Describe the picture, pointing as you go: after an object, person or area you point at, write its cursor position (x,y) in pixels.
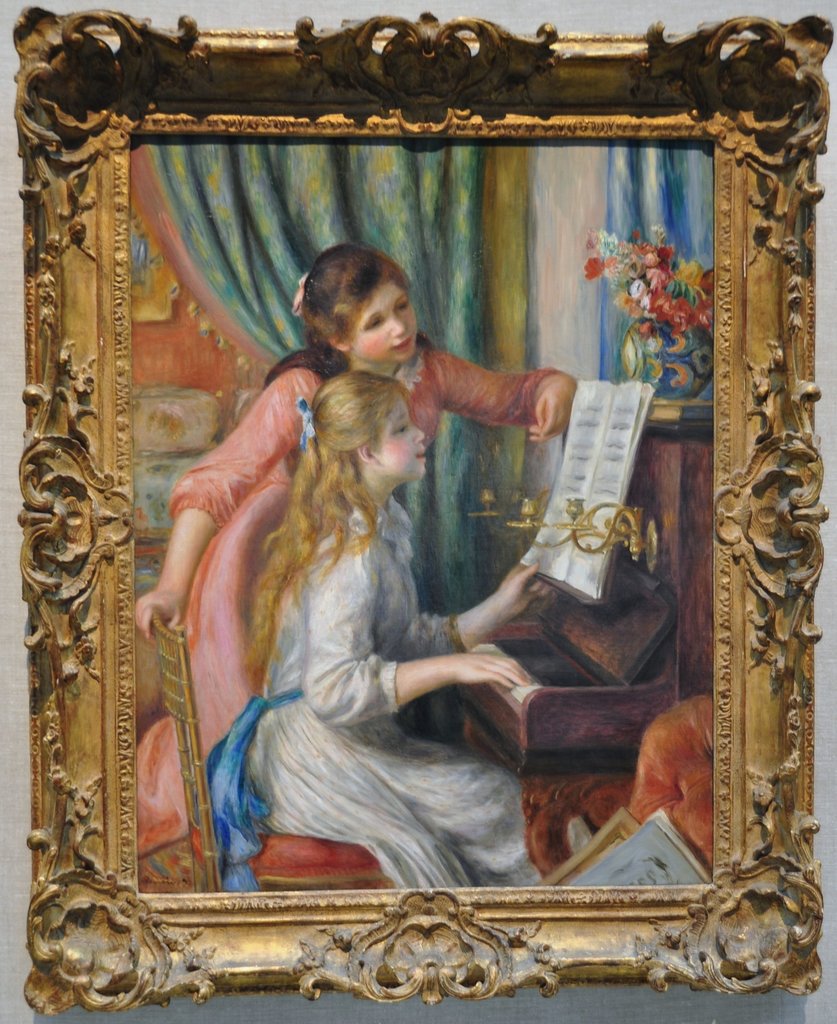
In the center of the image (444,482) we can see a photo frame (368,968) placed on the wall (496,1009). In the photo frame (393,777) we can see two girls (329,459) near a musical instrument (551,688). The girl (337,360) standing behind the chair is touching a book (559,541) with her hand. On the right (649,317) there is a flower vase (674,392) placed on the piano (653,461). In the background (527,232) there are curtains (449,181).
